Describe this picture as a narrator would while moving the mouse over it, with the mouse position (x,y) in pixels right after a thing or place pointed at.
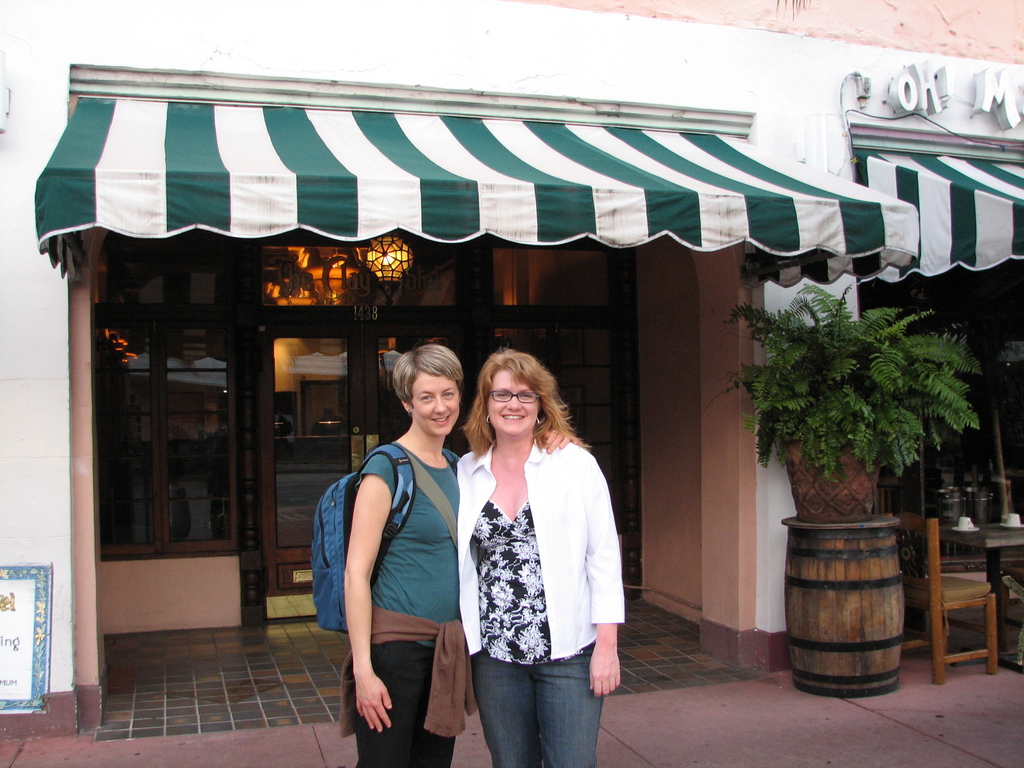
In this image we can see two persons (515,522) standing and smiling, among them one person (418,529) is carrying a bag (384,553), in the background (858,270), we can see a building (304,269), there are some windows (226,450) and doors (266,434), in front of the building (657,342) we can see a houseplant (846,442), chair (926,589), table (965,543) and some other objects (881,587).
